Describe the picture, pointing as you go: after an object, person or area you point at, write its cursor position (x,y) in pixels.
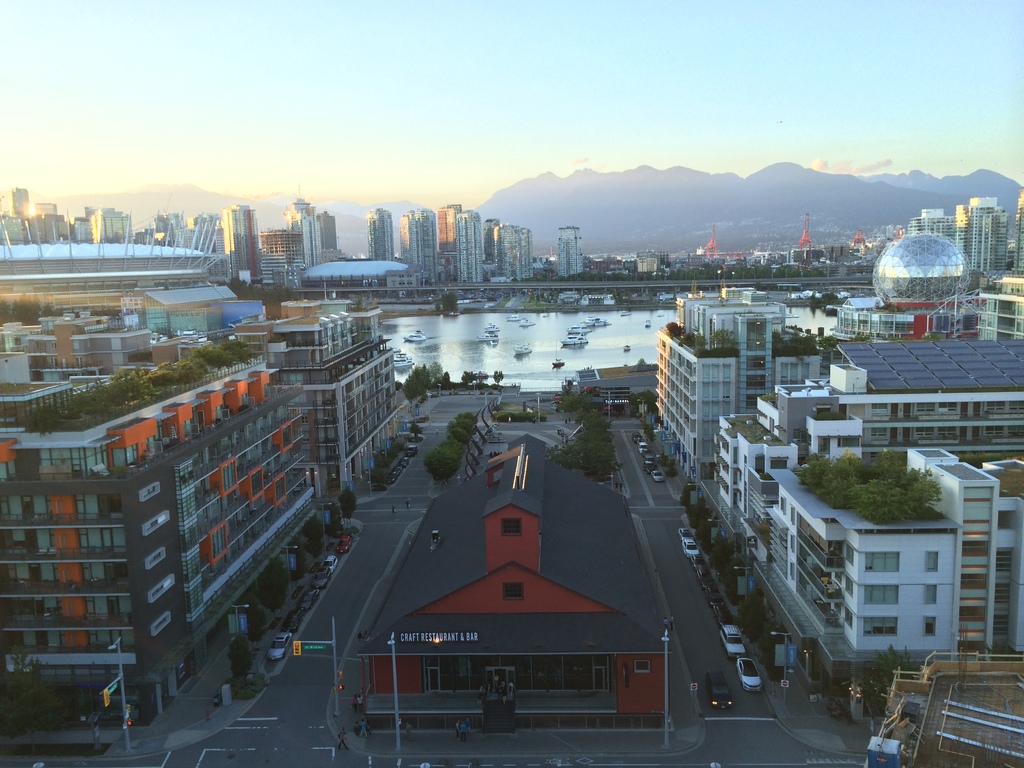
In this picture we can see the Aerial view of a city (596,443) with many vehicles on the road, & many buildings (51,544). Here the sky (697,147) is bright.
